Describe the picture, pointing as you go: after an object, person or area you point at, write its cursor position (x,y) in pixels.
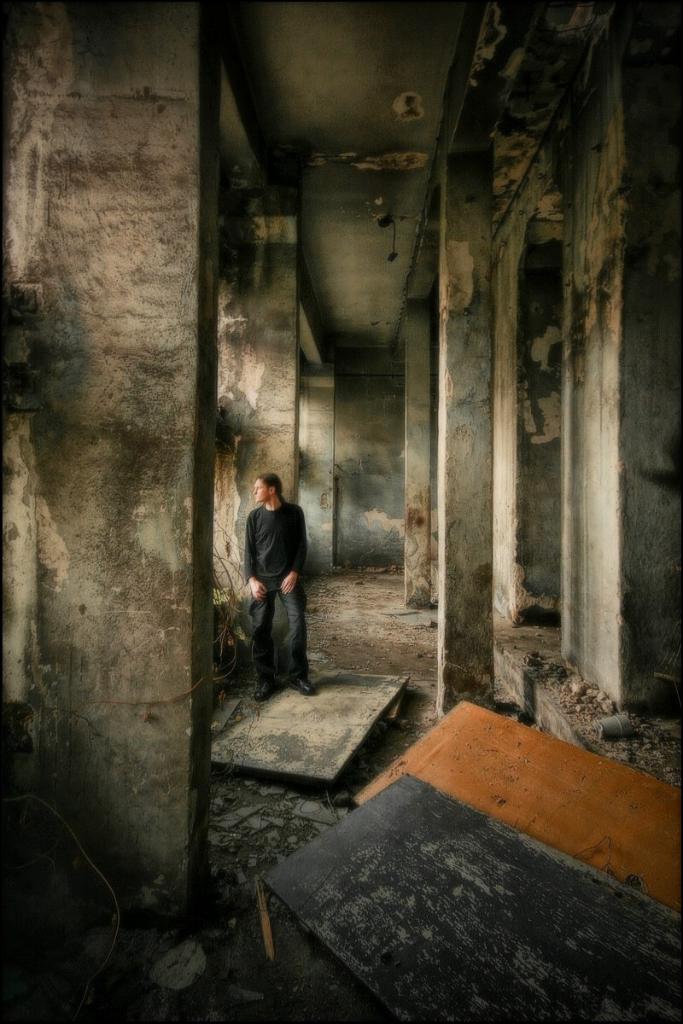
In this image, we can see a man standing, we can see the pillars (39,759) and walls (652,82). We can see wooden doors (433,784) on the ground (283,815).
